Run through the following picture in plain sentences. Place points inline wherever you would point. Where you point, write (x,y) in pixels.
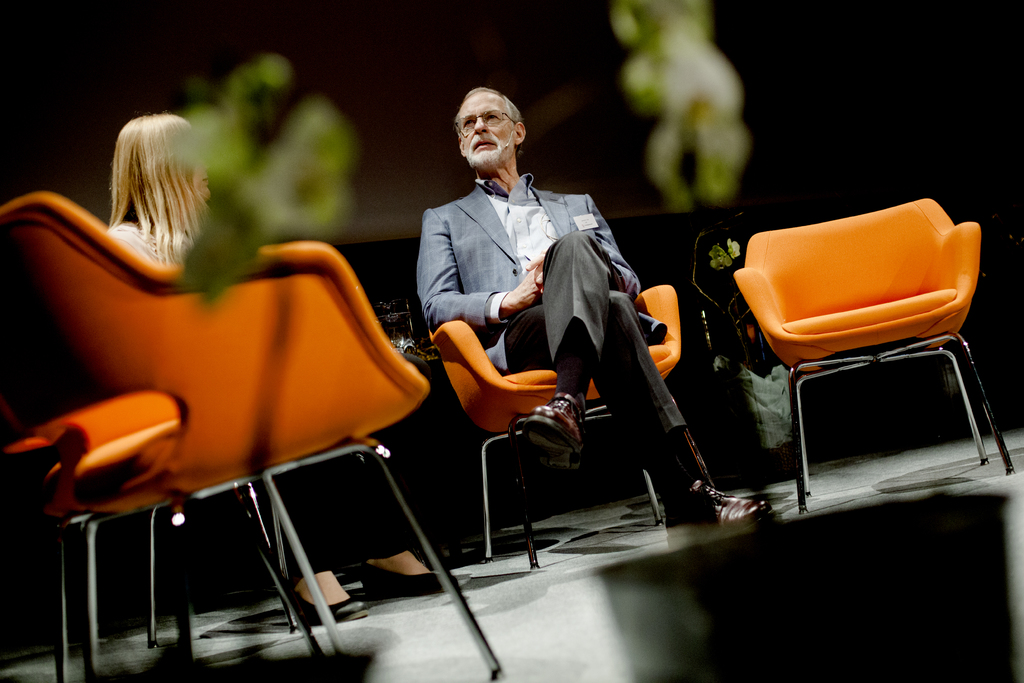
In this image in front (599,308) there are two people (626,389) sitting on the chairs (489,403). Beside them there are two chairs (81,513). At the bottom of the image (838,462) there is a floor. On the right side of the image (745,411) there is a flower pot (774,435) and there are some objects (873,560).
